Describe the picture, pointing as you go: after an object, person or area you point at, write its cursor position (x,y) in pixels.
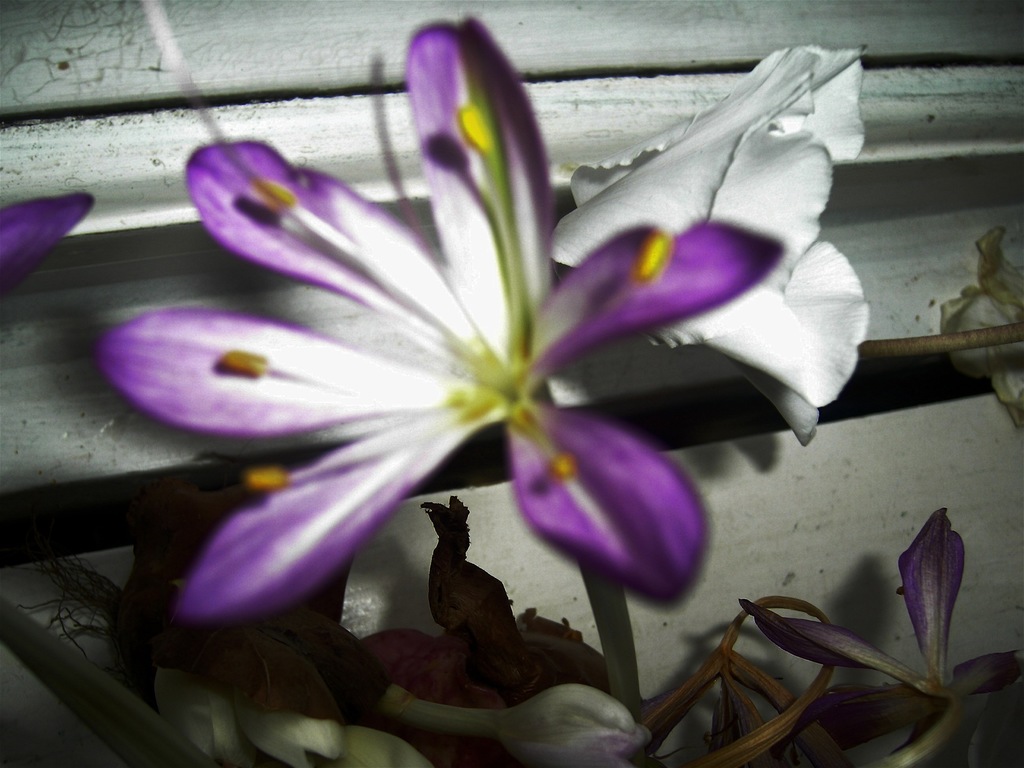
In this picture we can see a few flowers (568,303) on a white surface (169,239).
